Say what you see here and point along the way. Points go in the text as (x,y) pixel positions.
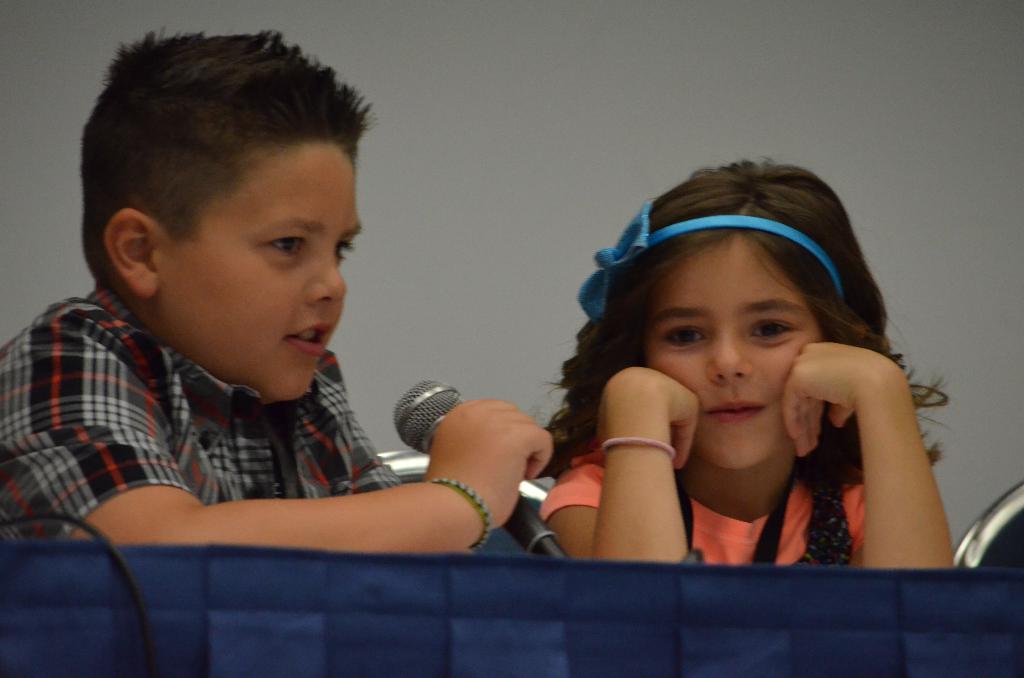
In the picture we can find a boy (300,179) and a girl (903,524) sitting on the chairs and keeping the hand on the desk (995,629) and speaking in microphone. In background (803,143) we can find a wall (11,117). And the girl (888,534) is wearing hair band (610,252) with orange T-shirt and the boy (277,382) is wearing a shirt (123,430).
